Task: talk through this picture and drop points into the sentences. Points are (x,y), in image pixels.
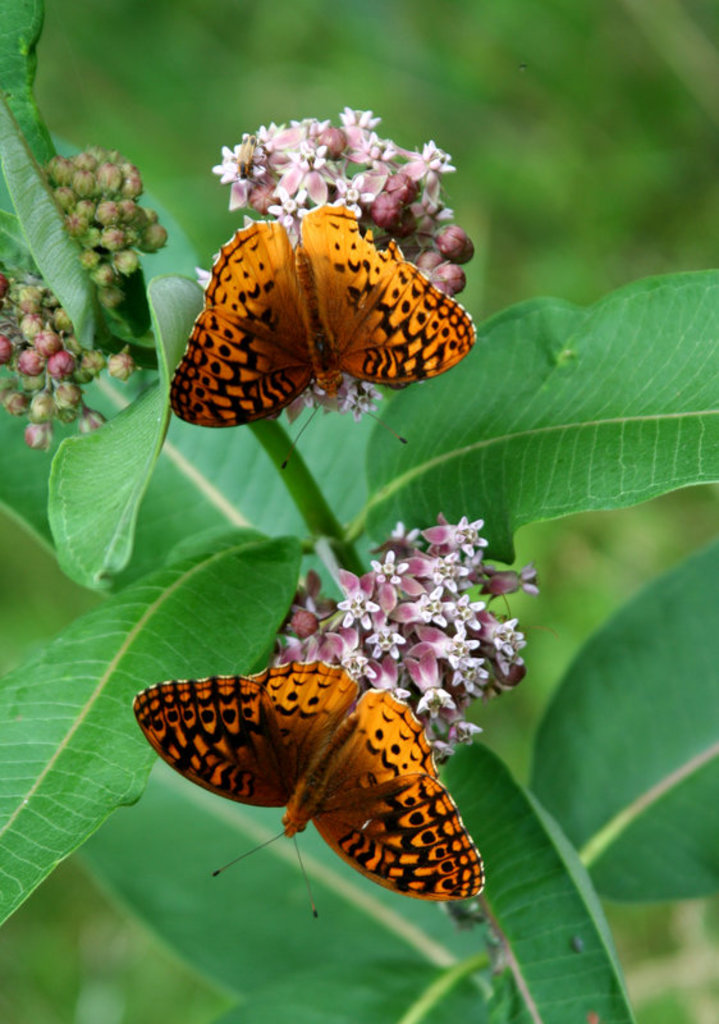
In this image, we can see butterflies (288,714), flowers (431,553), leaves (473,513) and buds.
